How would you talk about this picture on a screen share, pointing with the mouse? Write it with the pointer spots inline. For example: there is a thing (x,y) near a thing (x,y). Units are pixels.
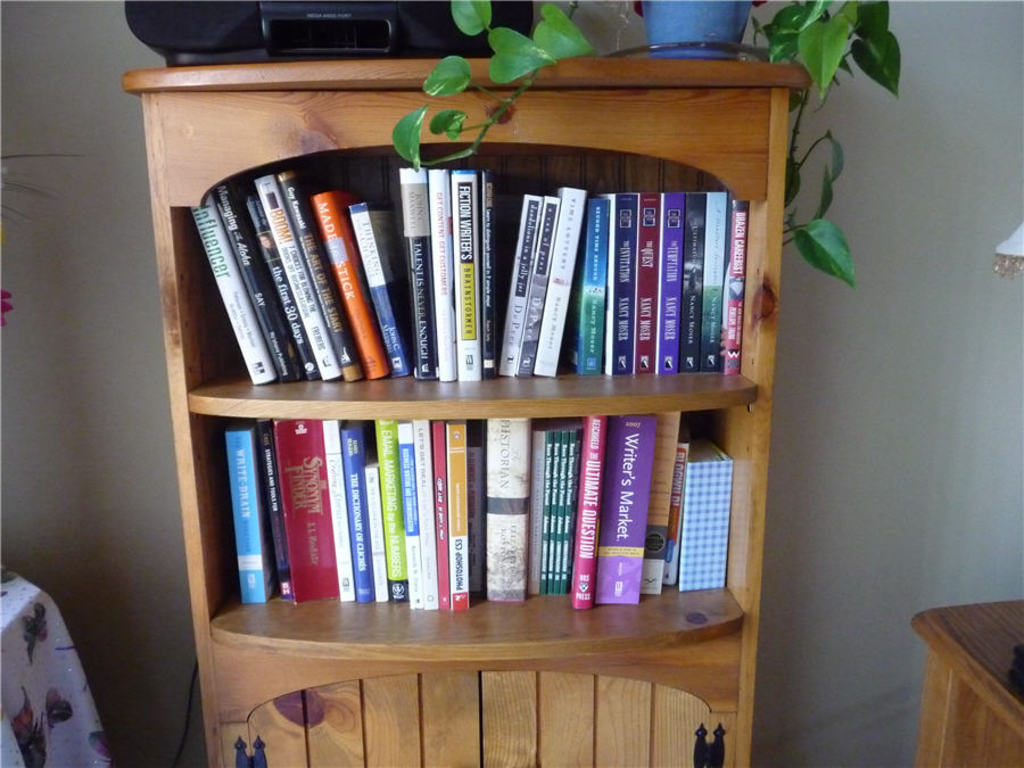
In the middle of this image (672,268), there are books (620,259) arranged on the shelves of a cupboard (747,479). There are a potted plant (687,0) and a radio (531,18) arranged on the top of this cupboard (642,87). On the left side (51,614), there is an object (26,585) covered with white color cloth (79,695). On the right side (1004,720), there is a wooden object (994,709). In the background (967,96), there is a white wall (967,93).
